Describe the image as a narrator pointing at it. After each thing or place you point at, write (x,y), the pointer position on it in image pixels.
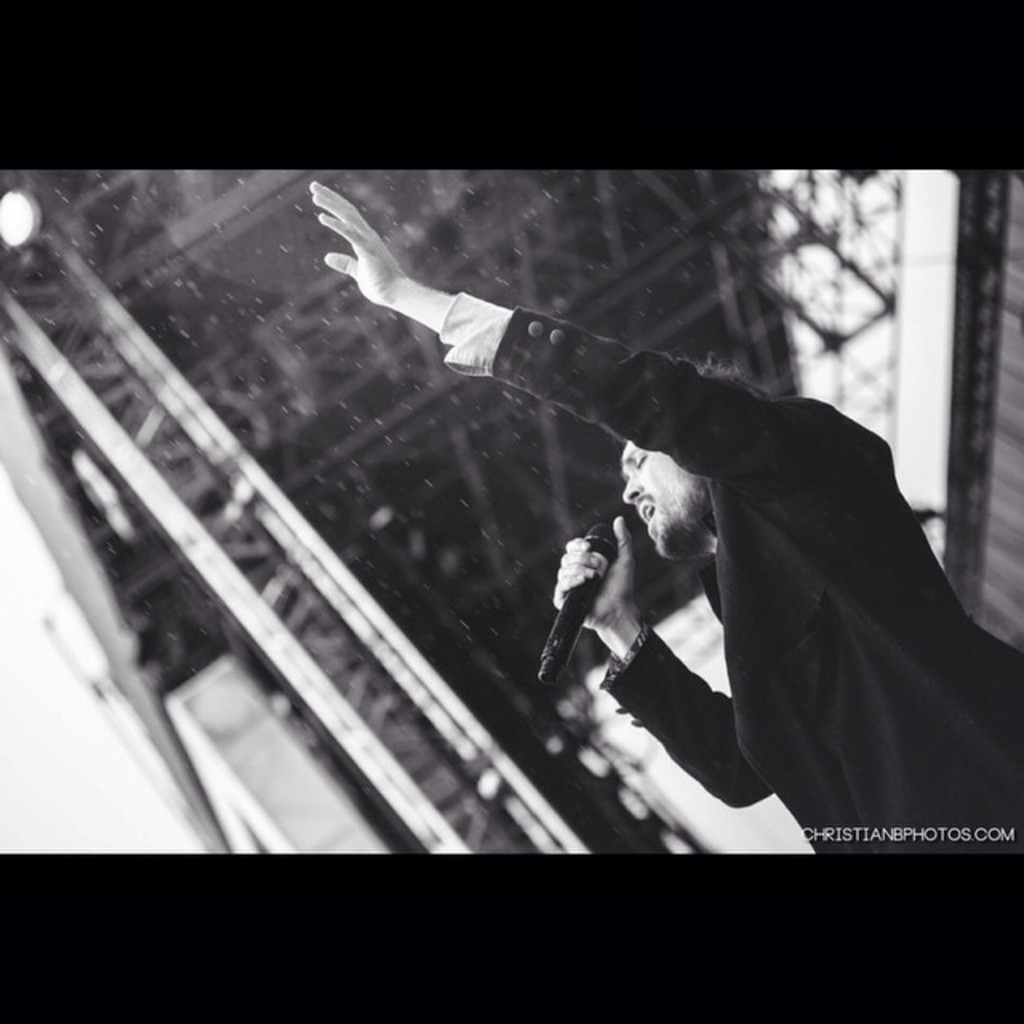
In this image we can see a person (553,398) holding a mic (598,534), he is singing, there is a rooftop (415,569), lights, borders (527,886) are black in color, also we can see the text (897,841) on the image.
